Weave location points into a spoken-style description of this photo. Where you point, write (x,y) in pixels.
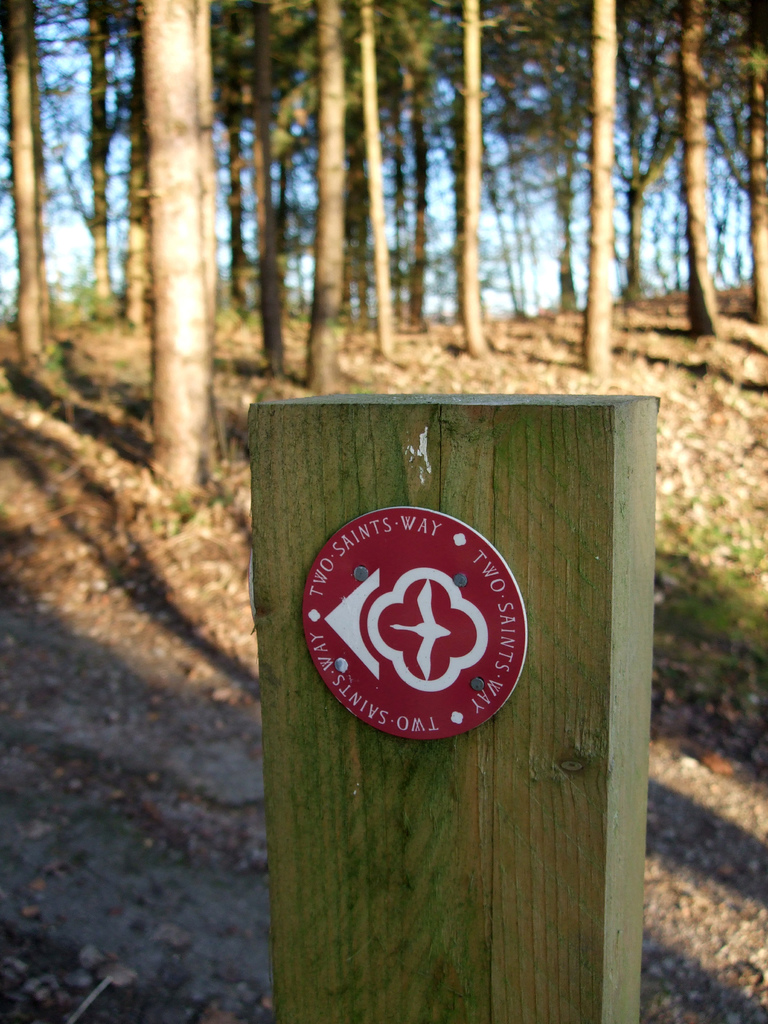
In the center of the image (290,499) there is a wood (399,900). In the background (186,853) we can see trees (360,222), ground (421,339) and sky (485,260).
